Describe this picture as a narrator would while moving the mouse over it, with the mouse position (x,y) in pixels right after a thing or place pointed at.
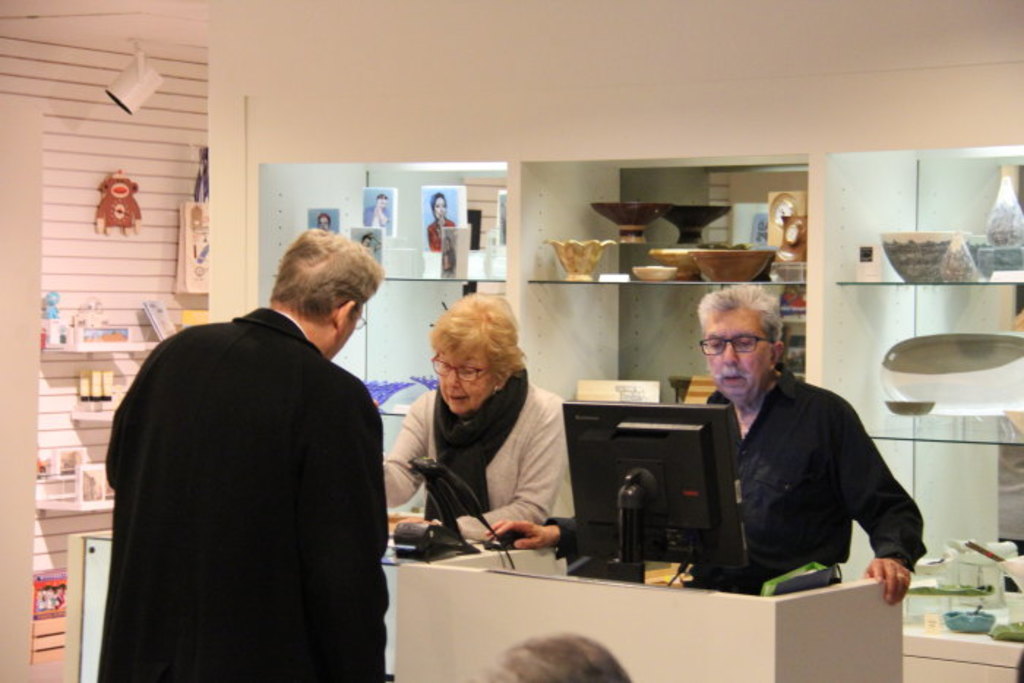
In this picture there is a man (246,416) who is wearing spectacle (366,324) and black jacket (271,455). In front of him there is a woman (477,354) who is wearing spectacle (480,369), scarf (482,462) and jacket (548,490). Beside her there is a man (799,392) who is wearing spectacle (752,345) and black shirt (817,480). They are standing near to the table (446,593). On the table (453,594) I can see the machine (429,470), mouse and computer screen (618,502). At the bottom (562,655) I can see the person's head (600,658). In the background (804,236) I can see the photos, bowls (933,398), jars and other objects (934,367) which are kept on the glass shelves (944,442). In the top left corner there is a light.
